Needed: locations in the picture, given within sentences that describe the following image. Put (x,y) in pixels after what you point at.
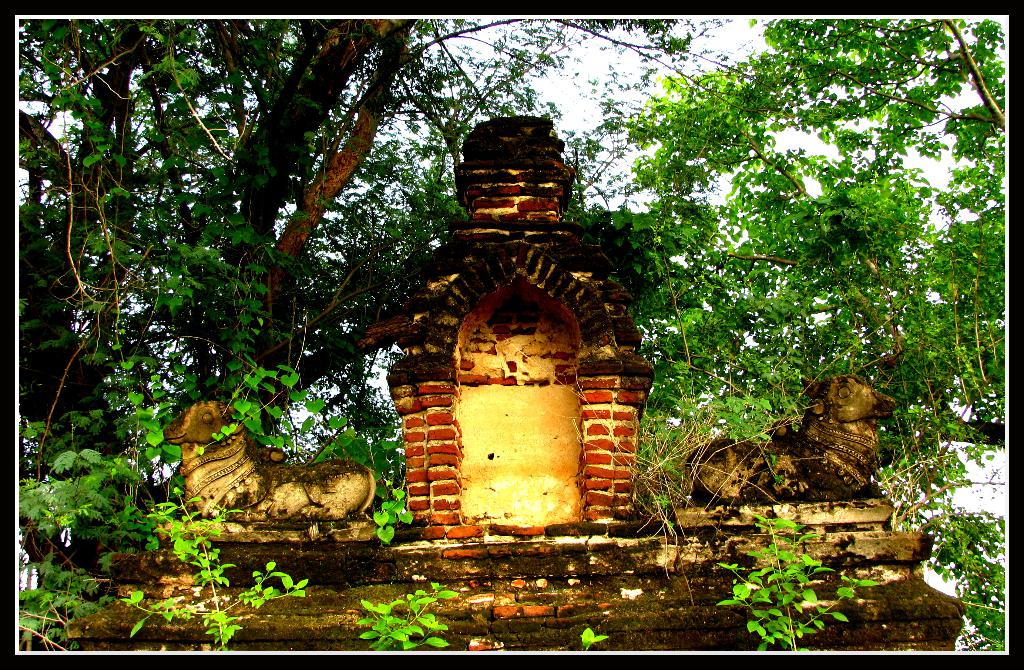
In this picture I can see a wall (561,412) in the middle (570,422), there are statues (305,493) on the either side of this image, in the background (696,85) there are trees (645,300), at the top (628,78) I can see the sky (599,70).
